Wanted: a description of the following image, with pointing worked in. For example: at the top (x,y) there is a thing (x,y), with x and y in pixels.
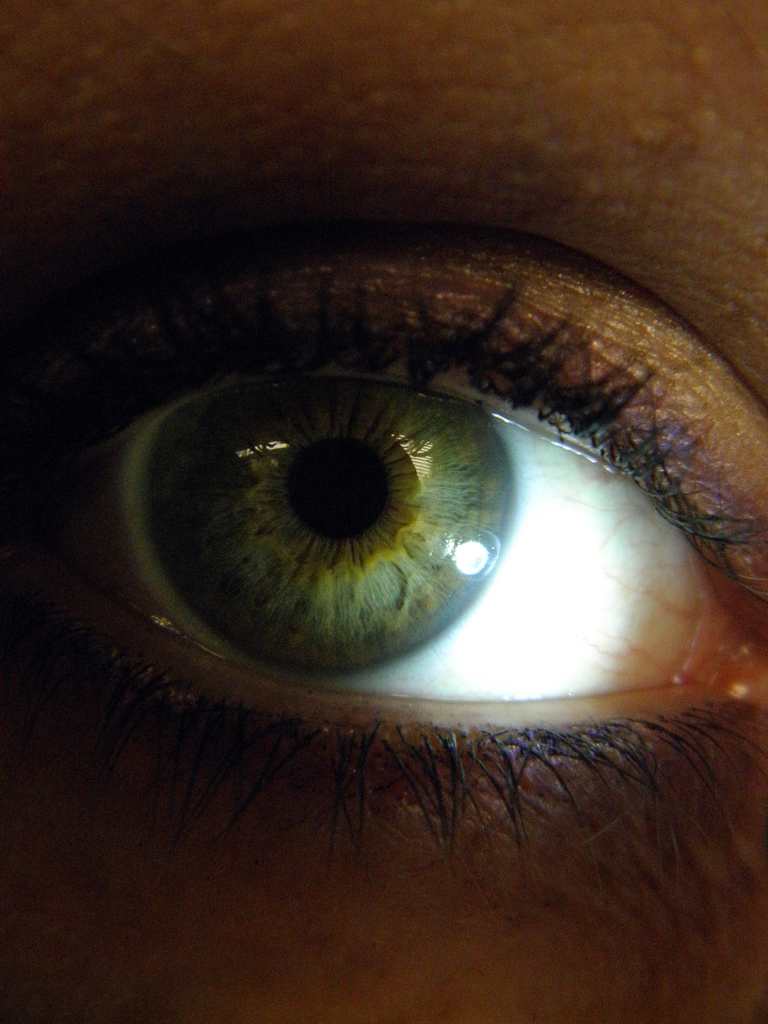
In this image we can see a person's eye (405,573).
